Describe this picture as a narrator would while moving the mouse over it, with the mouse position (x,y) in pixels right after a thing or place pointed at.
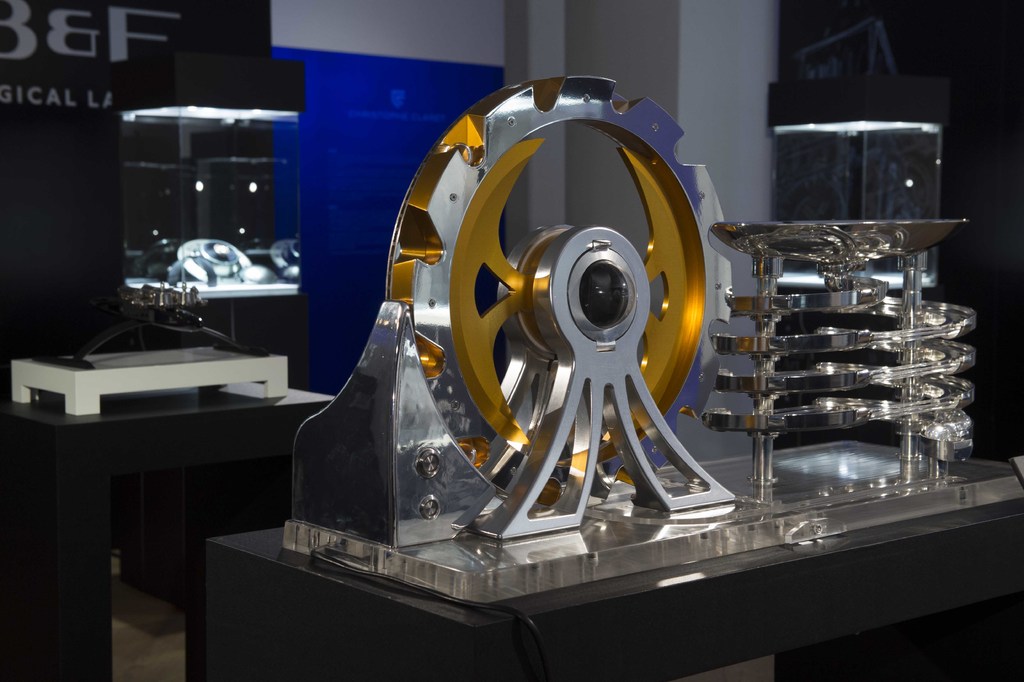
In the image there is a metal gear (696,330) and metal equipment (816,233) on the table (482,616), in the back (351,44) there is wall (493,41).
